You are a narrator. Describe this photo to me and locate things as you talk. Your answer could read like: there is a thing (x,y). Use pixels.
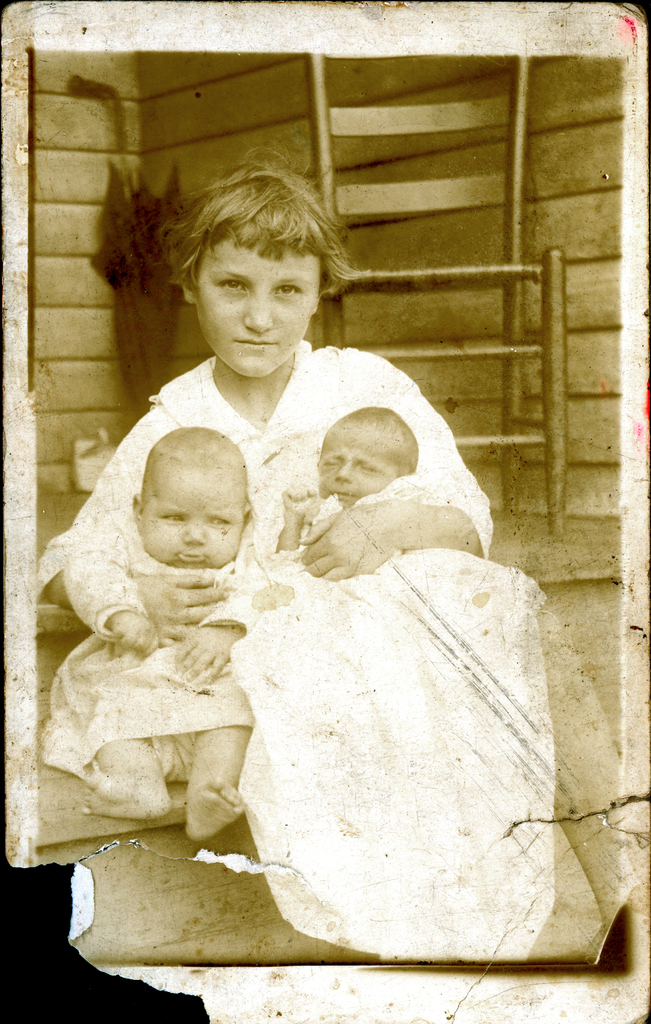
In this picture I can see an old photo. In the center (430,532) there is a girl (259,455) who is holding the babies (285,575) and she is sitting on the stairs (241,926). Behind that there is a chair (434,277) which is placed near to the wall (473,251). On the left (157,288) I can see an umbrella (145,296).
